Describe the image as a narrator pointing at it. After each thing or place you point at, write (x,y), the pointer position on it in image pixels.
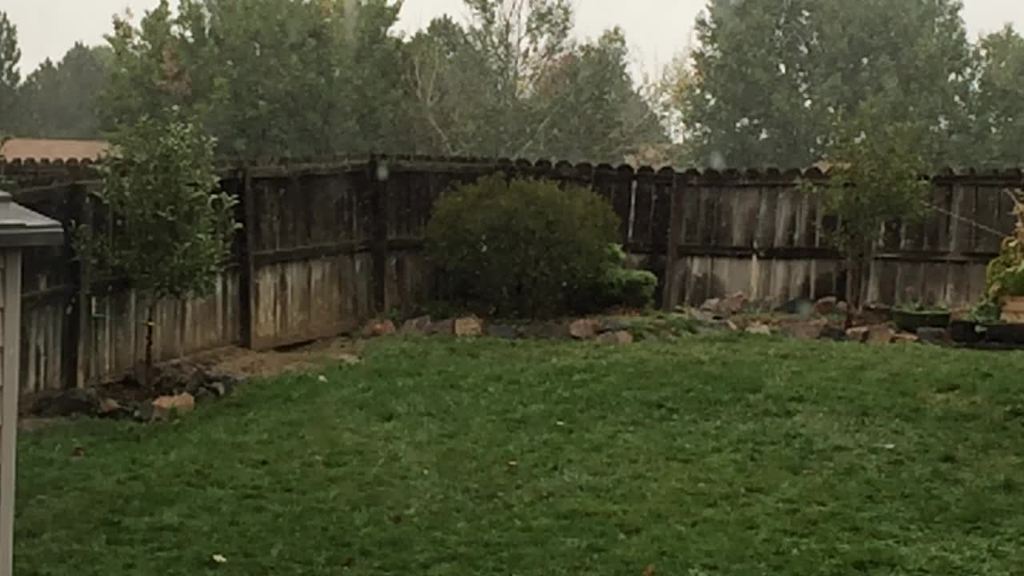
Here in this picture we can see a ground (378,376), which is fully covered with grass (798,561) over there and we can see stones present here and there and we can see plants (119,269) on the ground (613,318) here and there and we can see a wooden railing (82,291) all covered over there and in the far we can see trees (252,100) present all over there.
